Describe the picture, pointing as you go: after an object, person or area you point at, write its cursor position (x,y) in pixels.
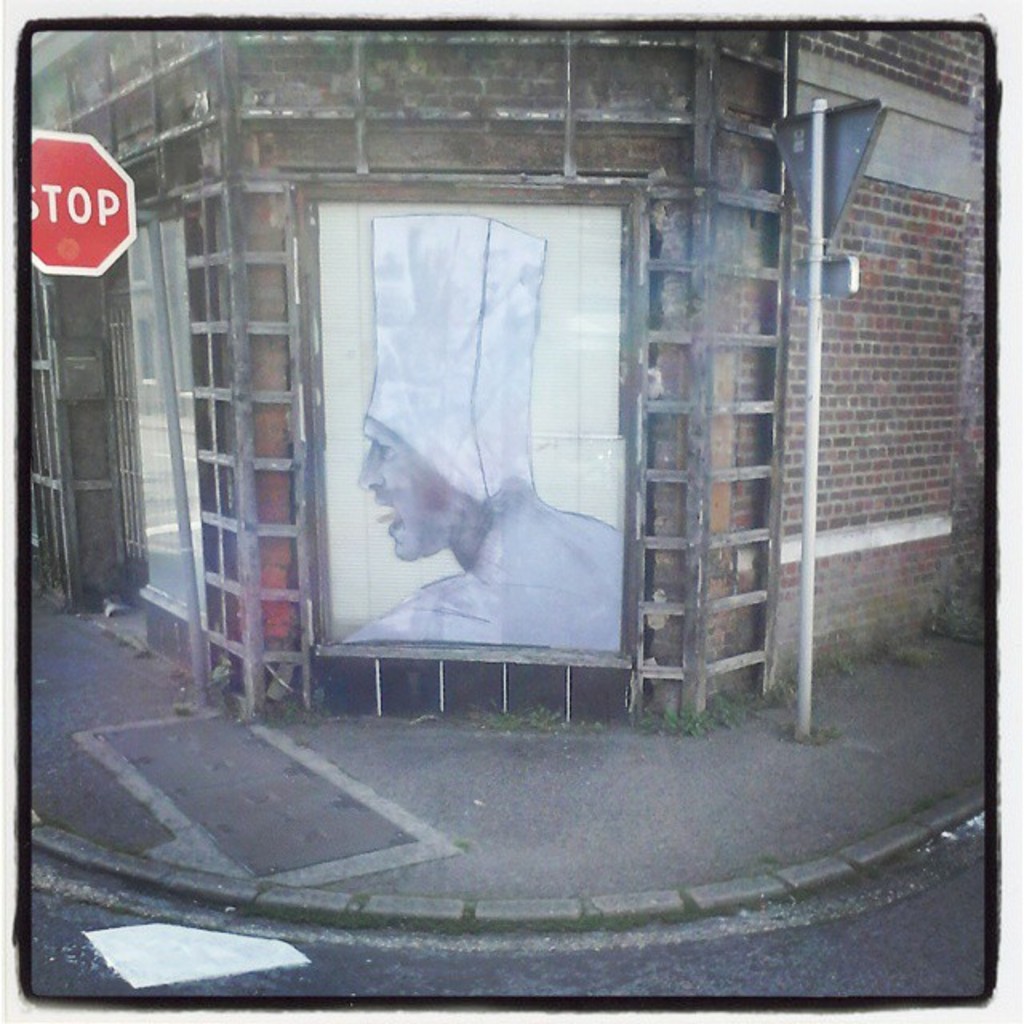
In this picture we can see a STOP sign board (88,148) on the left side (110,164). There is a board (859,117) on the pole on the right side (871,125). We can see some plants (718,705) on the path (146,810). There is a building (294,376). On this building (466,190), we can see the sketch (397,483) of a person (383,265). We can see a brick wall (849,495) on the right side (888,341).
